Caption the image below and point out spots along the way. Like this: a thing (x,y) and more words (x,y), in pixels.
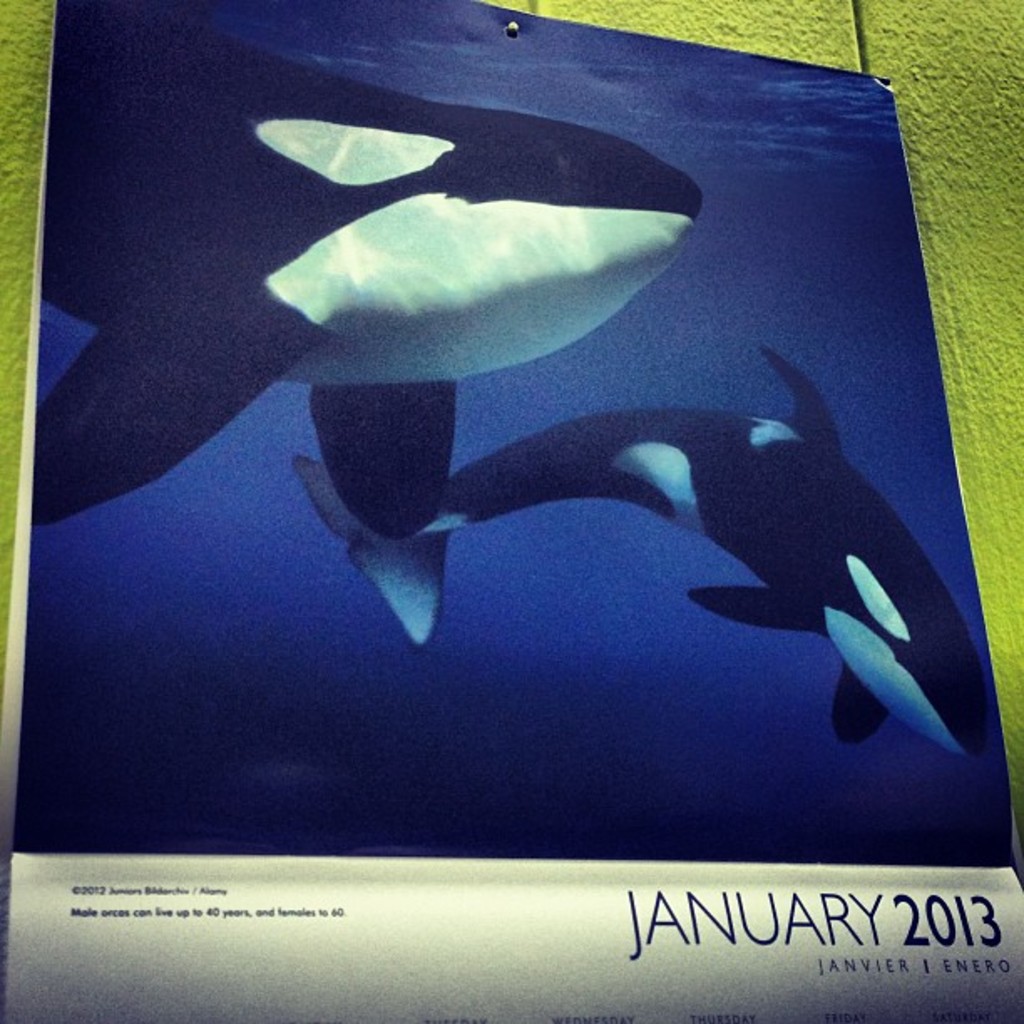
In this image we can see a calendar (282,292) and whale images (343,486) on it.
